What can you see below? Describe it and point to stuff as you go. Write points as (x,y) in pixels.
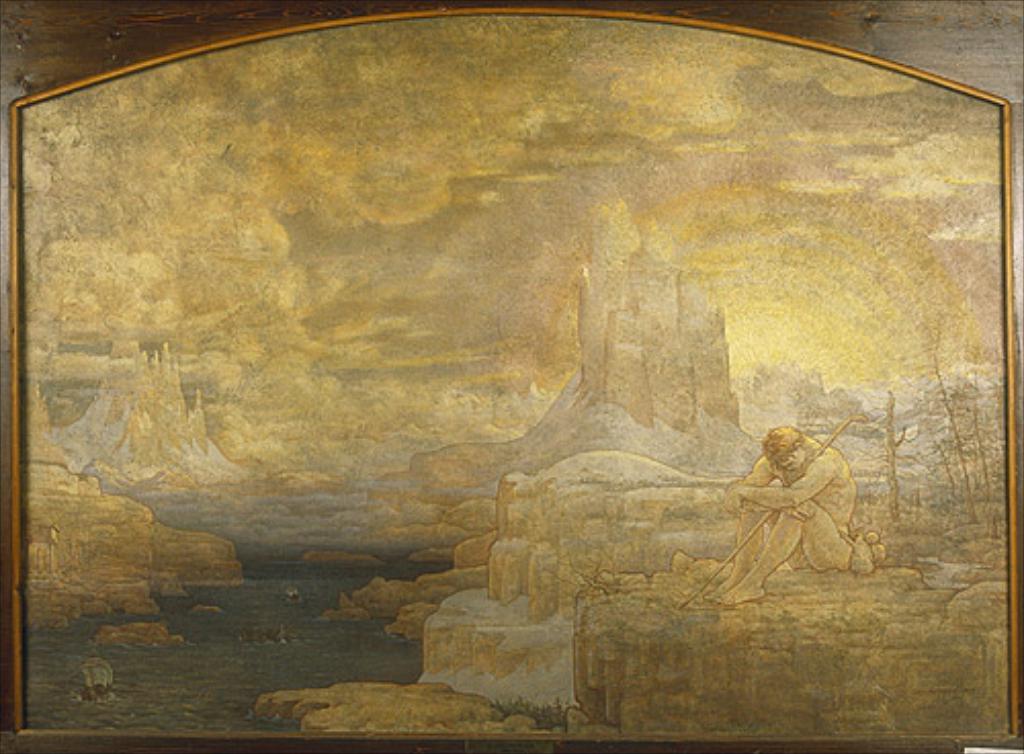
In this image we can see a frame (249,398) on the wooden board (6,273). We can see the painting image (419,458) in the frame (672,645) where a person (802,496) is sitting on a rock (760,639), water (184,660), buildings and clouds (436,287) in the sky (739,185).
